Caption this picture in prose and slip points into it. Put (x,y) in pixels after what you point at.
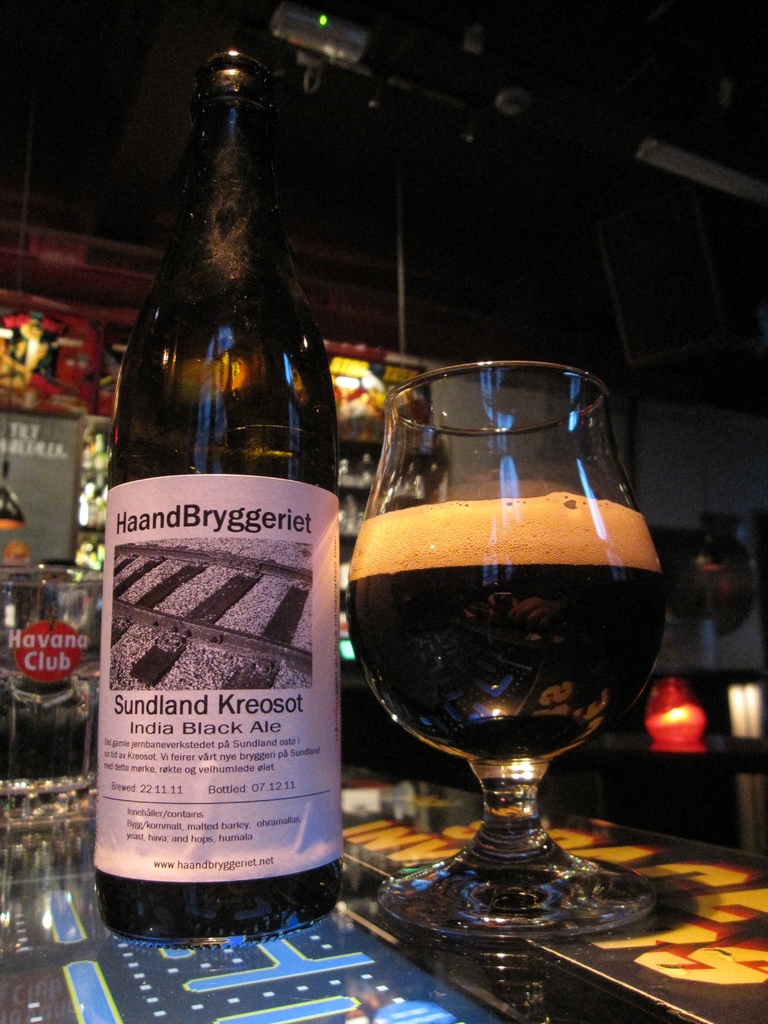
In the foreground of the picture (72,885) there is a bottle (225,657) and a glass (457,694) of drink (457,718) on the table (374,855). In the background (45,374) there are closet (346,479) and light (678,709).
